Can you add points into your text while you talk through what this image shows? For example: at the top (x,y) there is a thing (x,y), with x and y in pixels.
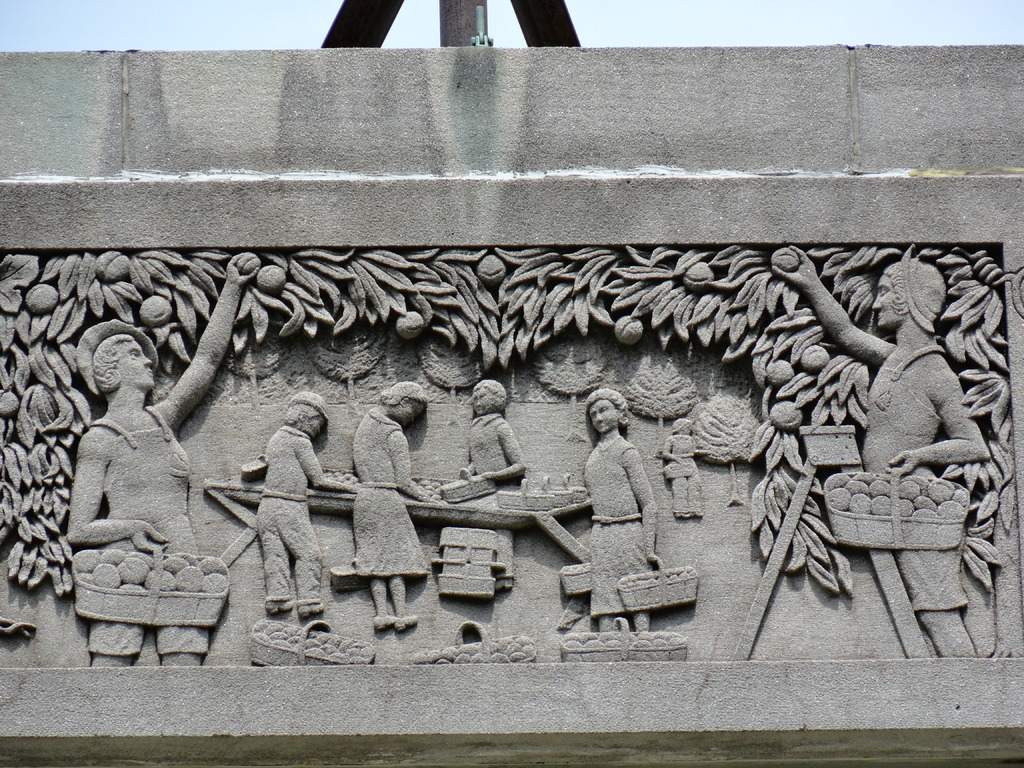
In this image we can see the sculptures (123,464) that are engraved on the wall (497,140).
